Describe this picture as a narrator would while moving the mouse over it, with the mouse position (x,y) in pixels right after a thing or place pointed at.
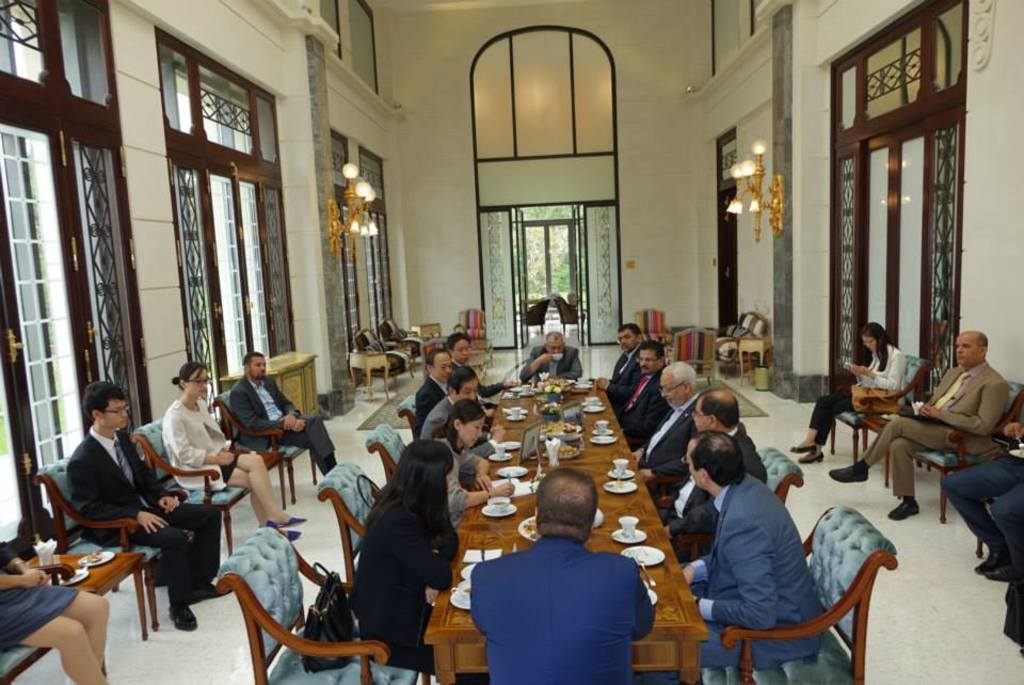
There are many people (393,509) sitting on chairs (918,390). And there is a table (626,500) in the center (579,396). On the table (602,455) there are cups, saucers (637,539), plates (643,551) and many other items (543,424). There are two chandeliers (738,204) on the walls (711,222). There are doors (872,259), windows (914,317), chairs (485,312), sofas (693,346) in this room (421,198).
